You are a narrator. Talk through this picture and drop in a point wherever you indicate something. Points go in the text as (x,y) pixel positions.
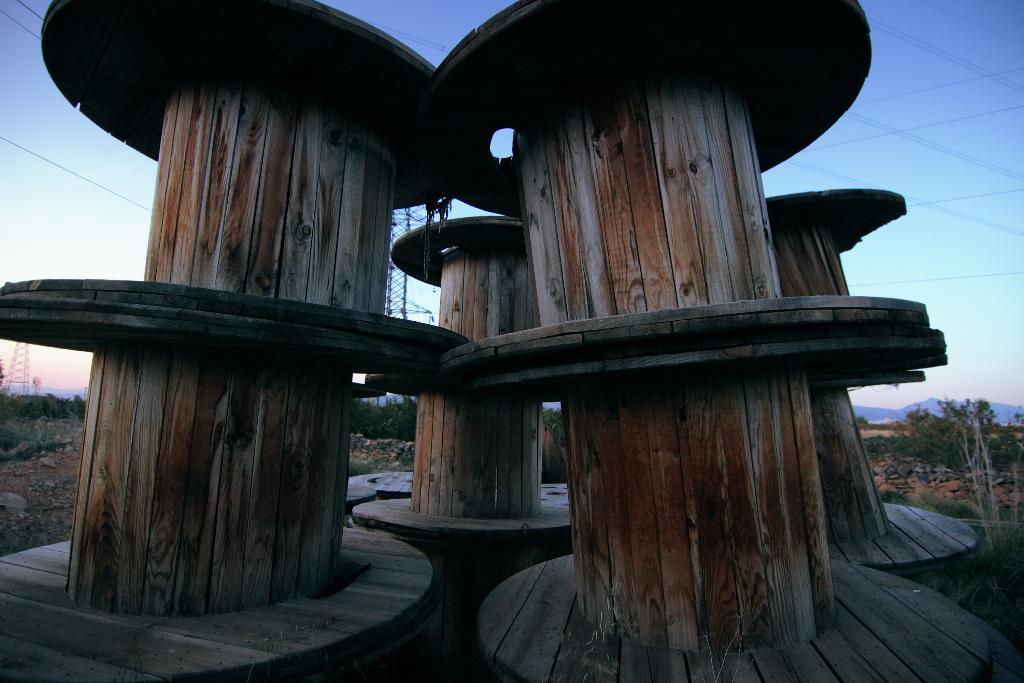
In this picture we can see few wooden rolls (742,417), in the background (895,438) we can find few trees (910,432) and towers (403,263).
